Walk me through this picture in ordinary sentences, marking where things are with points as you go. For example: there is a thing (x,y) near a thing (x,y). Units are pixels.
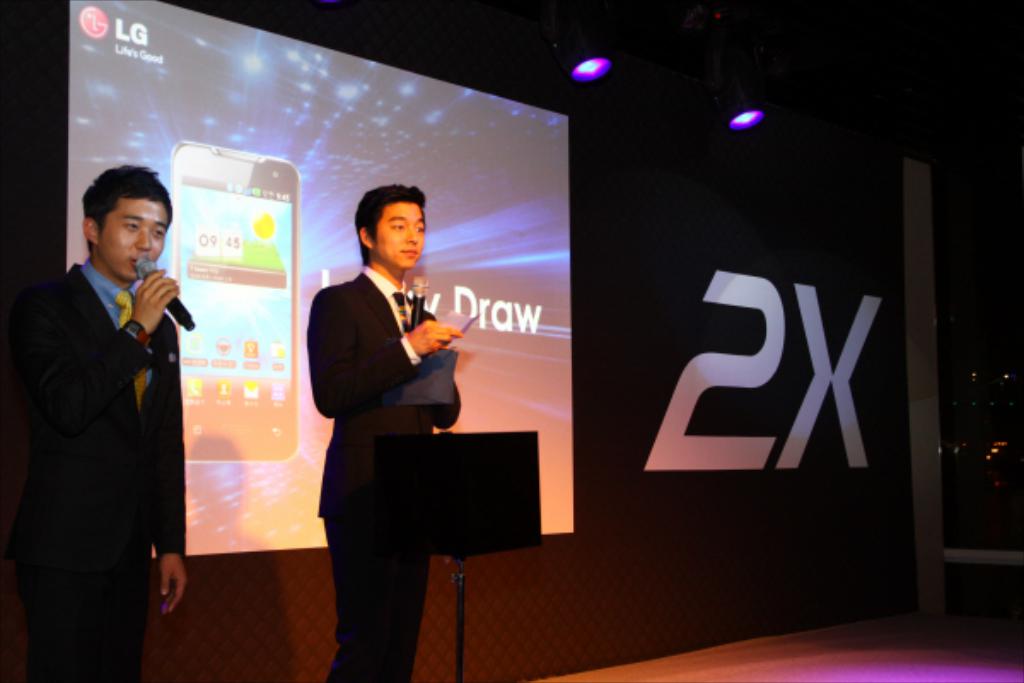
In this image there is one person (368,464) standing in middle of this image (360,443) is wearing black color suit (394,428) and holding a Mic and there is one another person (124,434) standing on the left side of this image (124,480) is also wearing black color suit (83,455) and holding a Mic (160,289). There is a screen (275,294) on the top left side of this image (275,193). There is one object (460,493) on the bottom of this image (472,510). There is a wall (476,612) in the background (622,500). There are two lights (754,122) on the top of this image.
